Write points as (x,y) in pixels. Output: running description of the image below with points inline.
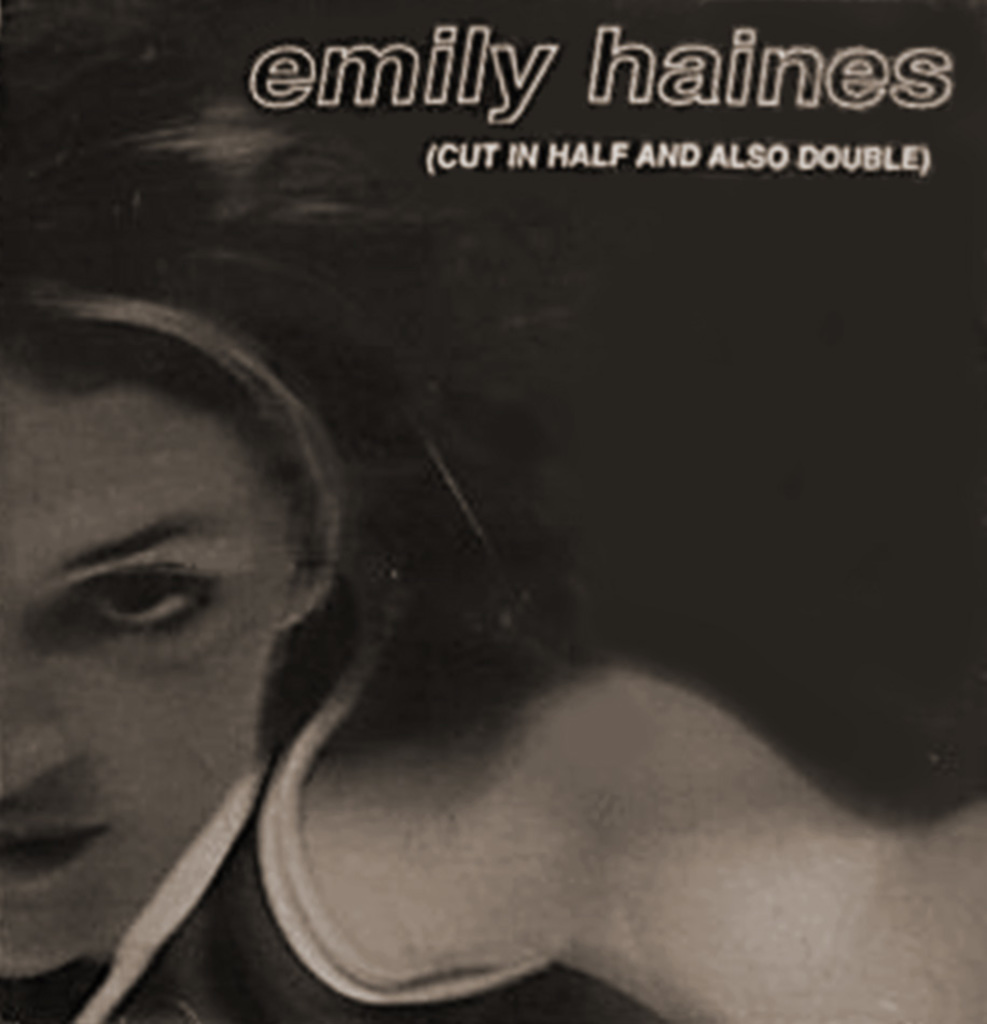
In this image I can see a poster (517,618) in which I can see a woman (320,740) and with some text (638,80) written on it.
